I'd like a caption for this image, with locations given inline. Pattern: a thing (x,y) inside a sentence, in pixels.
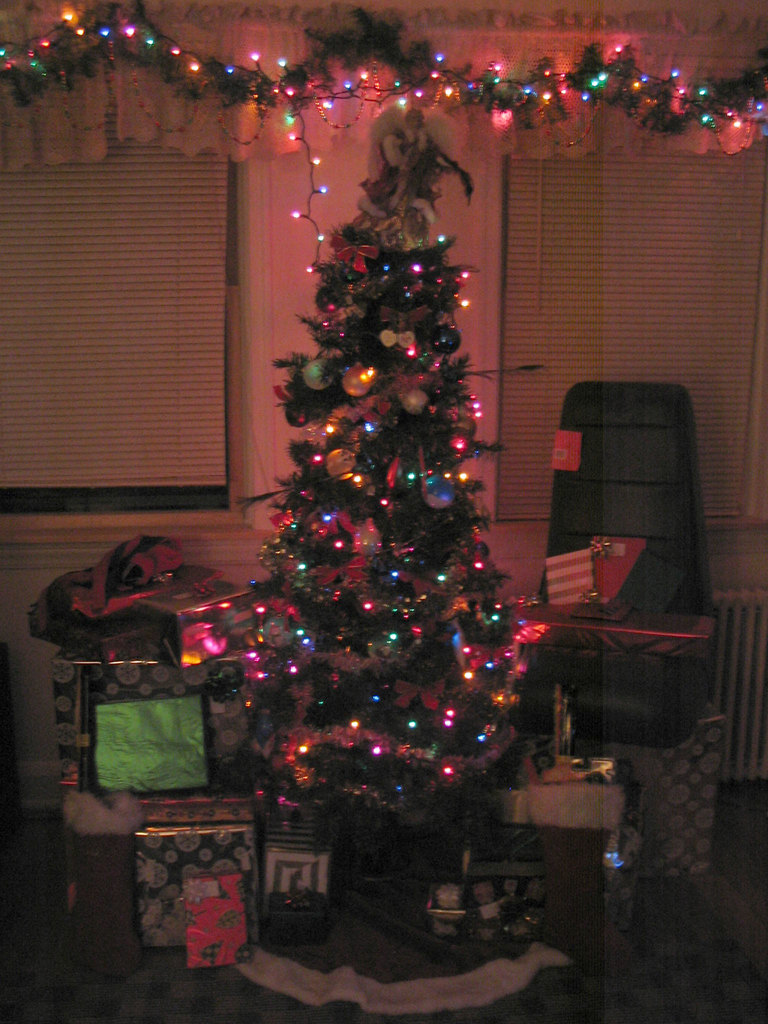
In this image there is a Christmas tree (317,612). There are fairy lights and decorative things (396,468) on the Christmas tree (356,474). There are gifts (221,737) around the Christmas tree (330,769). To the right (600,511) there is a chair (587,740). Behind the tree (295,598) there is a wall (325,215). There are window blinds (616,236) on the wall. At the top (109,54) there are decorative things (275,92) and a cloth (88,104) on the wall (323,106).
